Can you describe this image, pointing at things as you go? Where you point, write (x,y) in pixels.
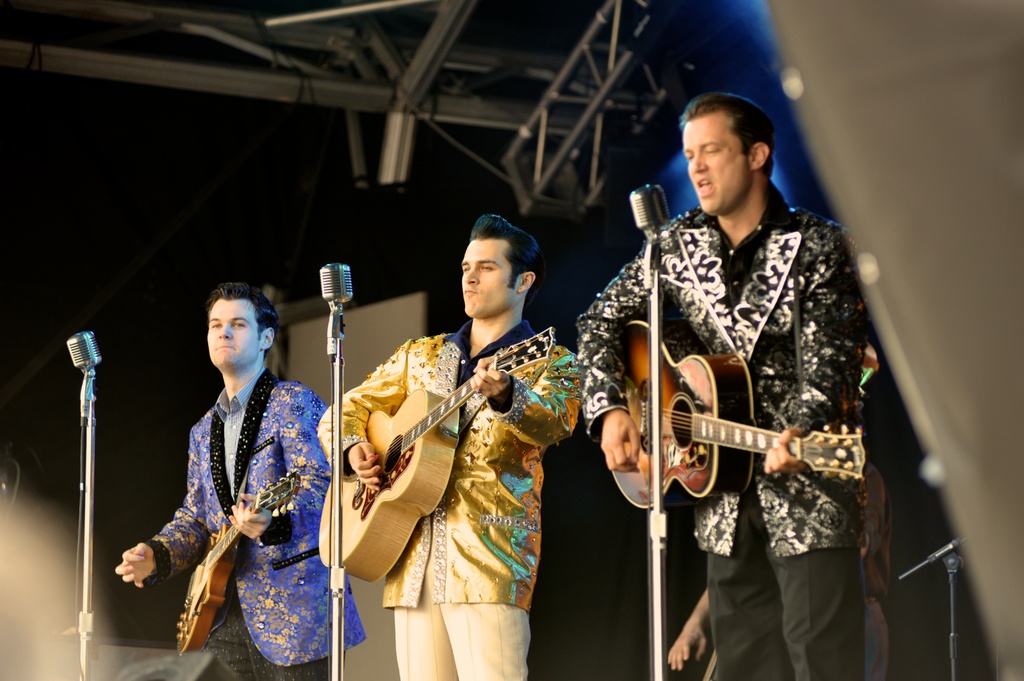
In this image I can see there are three men (287,439) who are playing guitar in front of the microphone (334,309).
